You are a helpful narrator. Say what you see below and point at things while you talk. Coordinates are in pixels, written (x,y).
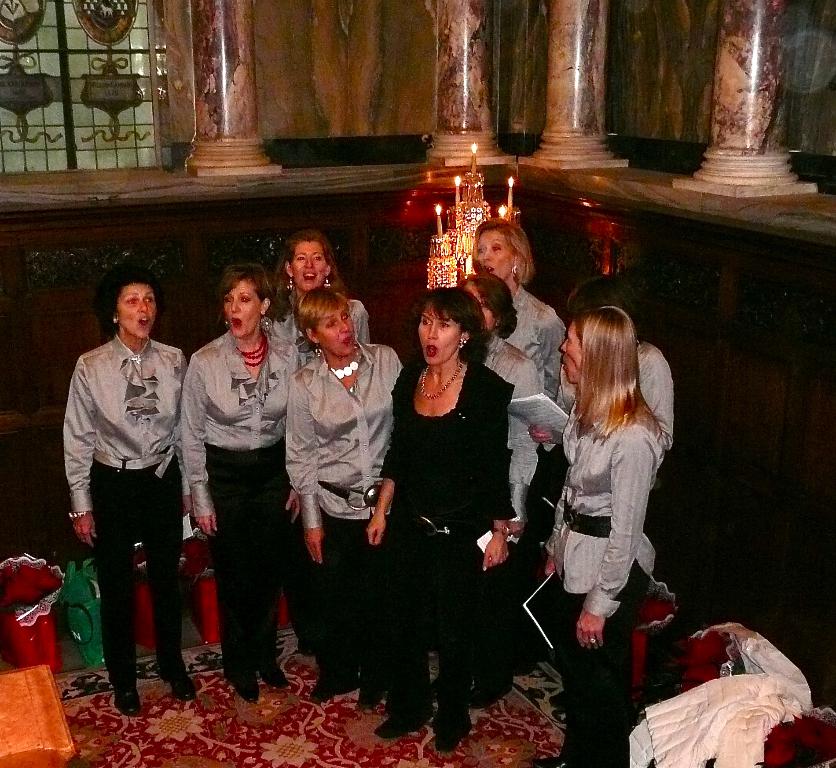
This image consists of woman (465,310) singing. In the middle (426,501), the woman (440,483) is wearing black dress (423,609). At the bottom (242,746), there is a floor mat (122,746). In the background (825,93), there is a wall (395,83) along with pillars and a window (30,119). In the middle (462,257), there are candles (450,228).
